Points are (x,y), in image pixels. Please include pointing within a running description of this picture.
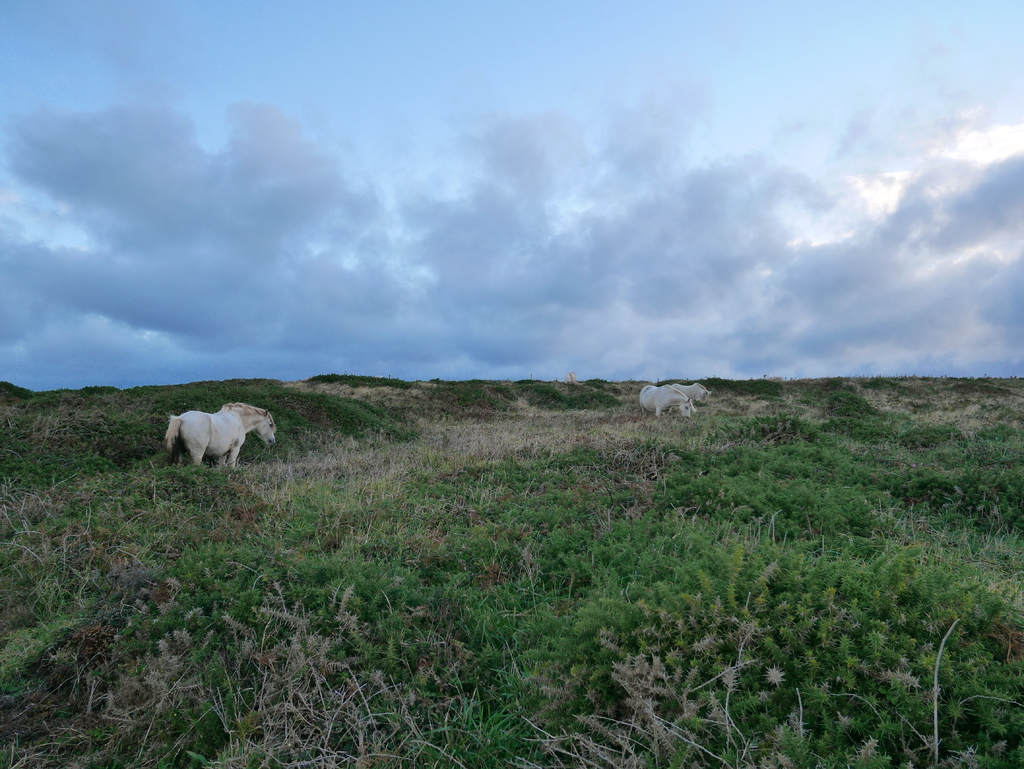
In this image, we can see some animals (200,447). At the bottom (519,573), there is ground (547,555) covered with grass (551,586) and at the top (369,177), there are clouds (485,170) in the sky (526,267).
